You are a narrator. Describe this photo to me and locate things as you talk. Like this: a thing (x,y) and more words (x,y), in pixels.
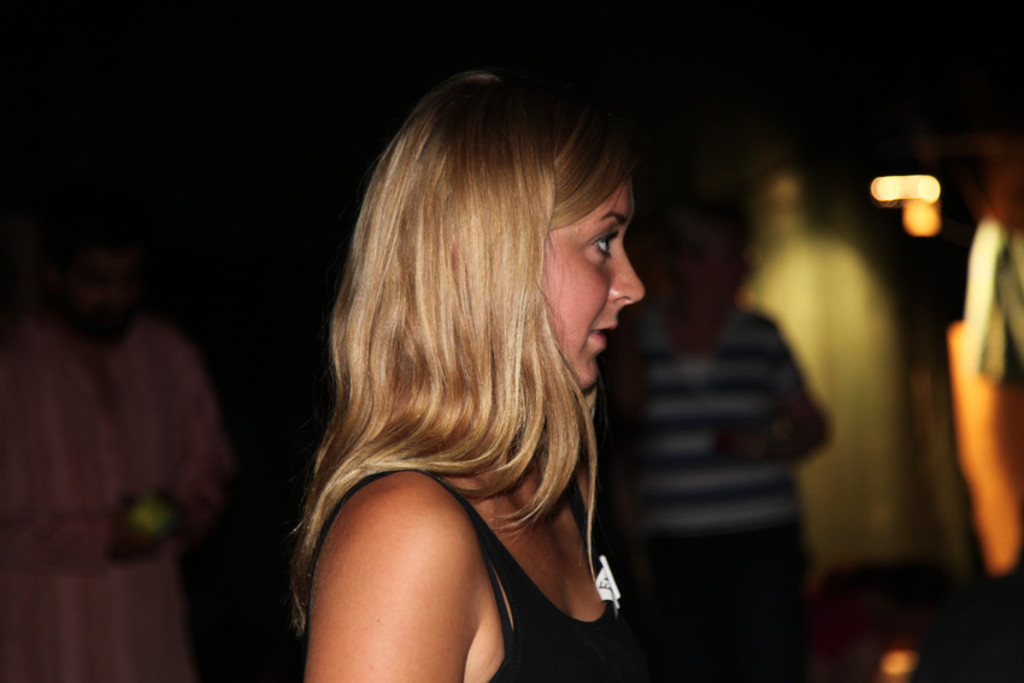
In this image there are persons (384,461) truncated towards the bottom of the image (128,660), there is a person (127,478) holding an object (150,502), there is a person (104,462) truncated towards the left of the image (130,455), there are objects (1003,483) truncated towards the right of the image (987,313), the background of the image (799,92) is dark and blurred.
